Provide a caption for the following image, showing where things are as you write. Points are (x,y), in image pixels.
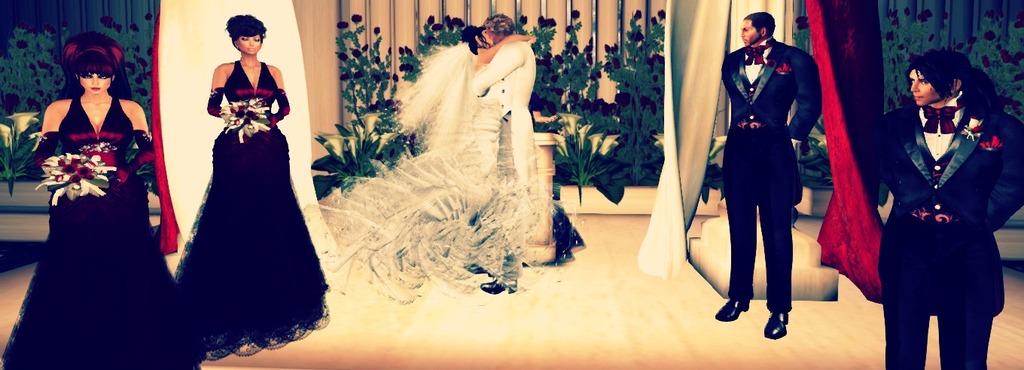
This is an edited image. Here we can see floor (343,307), people (150,344), plants (371,73), curtains (217,57), flowers (577,120), and wall (610,36).
